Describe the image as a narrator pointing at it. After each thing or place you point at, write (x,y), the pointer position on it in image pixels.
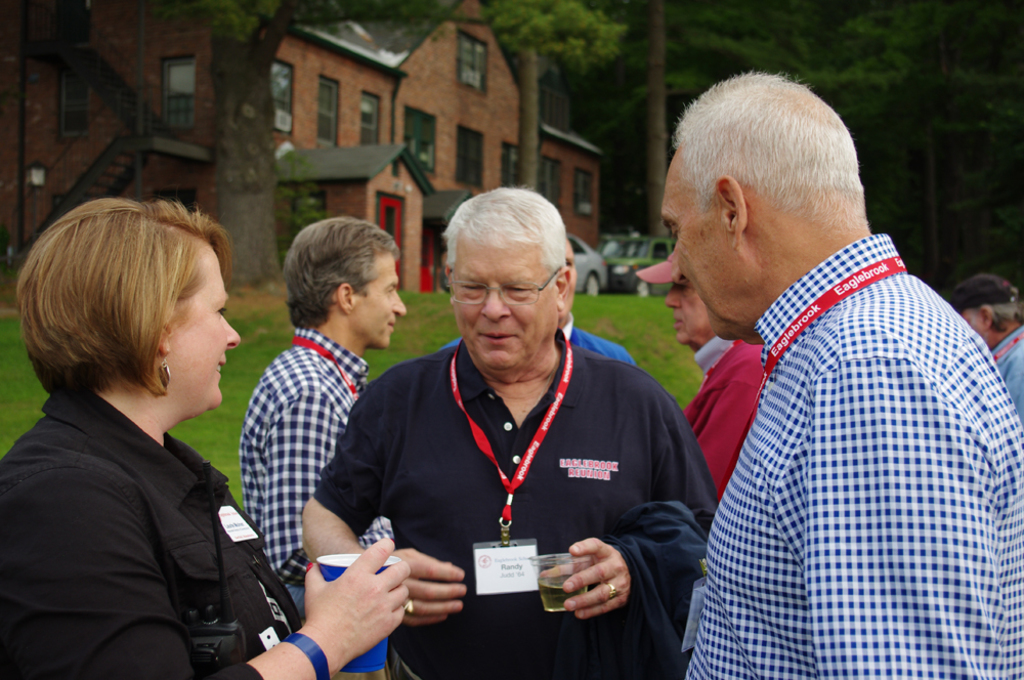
In this picture, we see a few people (579,529) and among them and few (596,559) are holding some objects (597,623), we can see the ground (233,380) with grass (245,368), trees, and we can see building (306,149) with windows (423,138), door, stairs (132,166), railing (108,171), and we can see a few vehicles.
